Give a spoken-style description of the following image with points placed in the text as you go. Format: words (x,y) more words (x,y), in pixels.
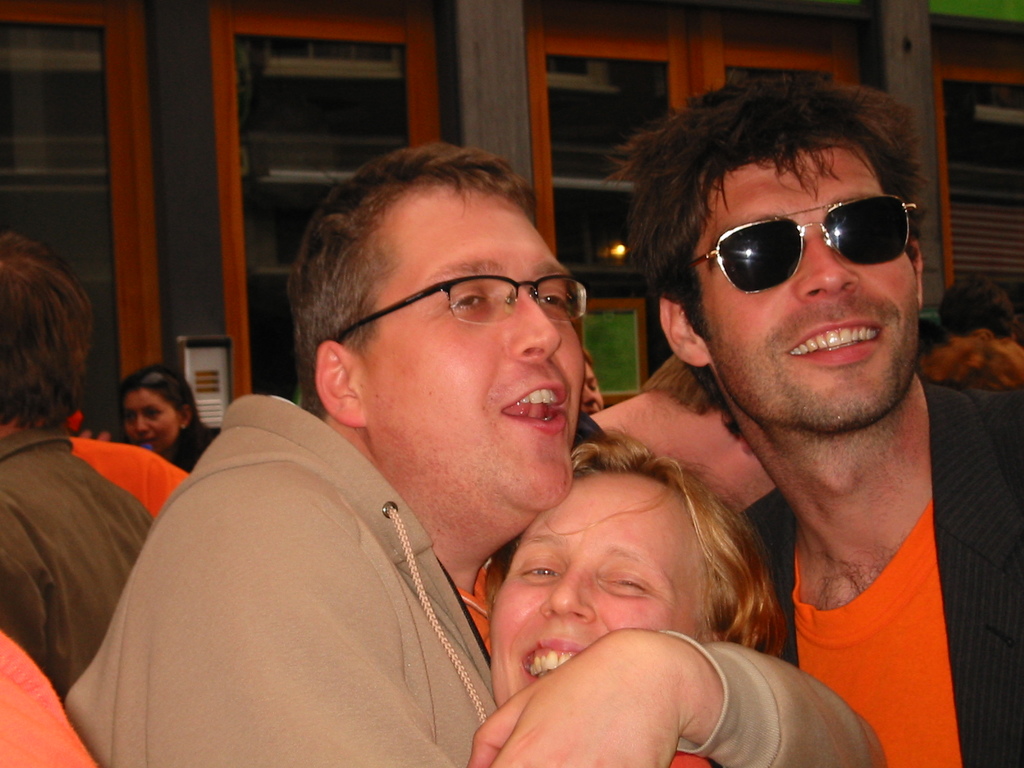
In this image we can see a few people (368,564), among them two (341,472) are wearing the spectacles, in the background (563,91), we can see the pillars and windows (578,236).
